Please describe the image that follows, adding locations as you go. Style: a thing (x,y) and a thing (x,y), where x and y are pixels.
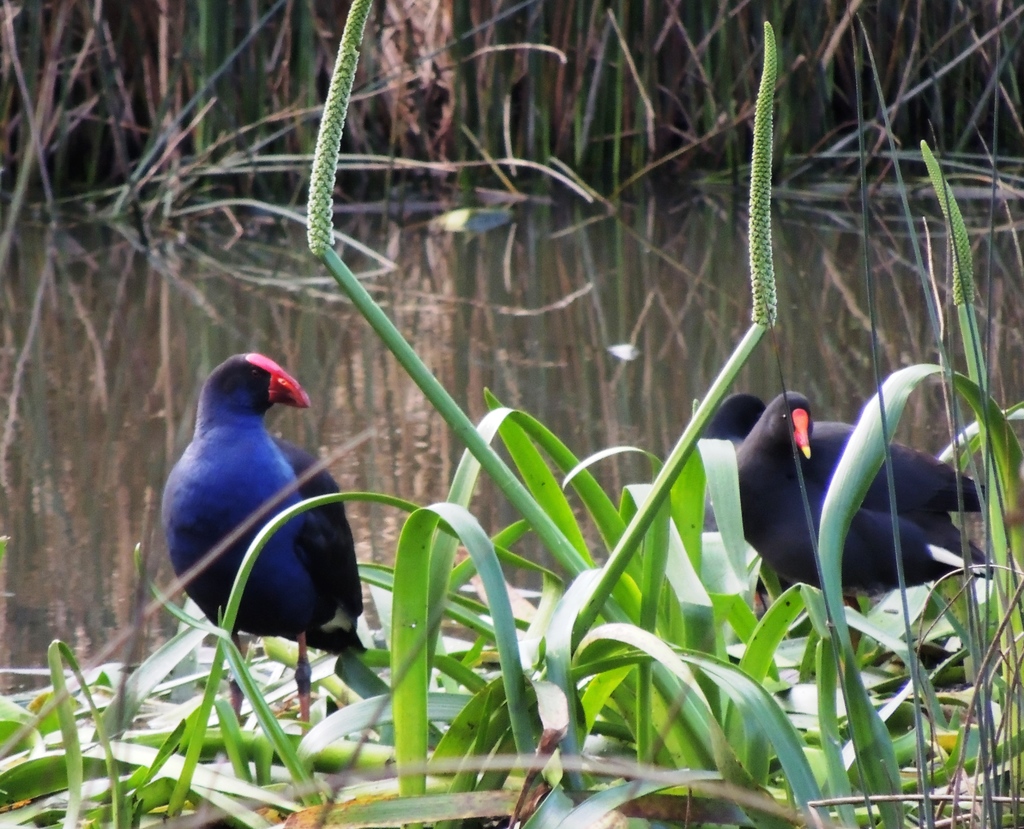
This image consists of three birds (307,559). At the bottom (249,644), we can see the plants (383,311). In the middle (421,293), there is water (709,220). In the background (931,102), it looks like grass (656,163).
